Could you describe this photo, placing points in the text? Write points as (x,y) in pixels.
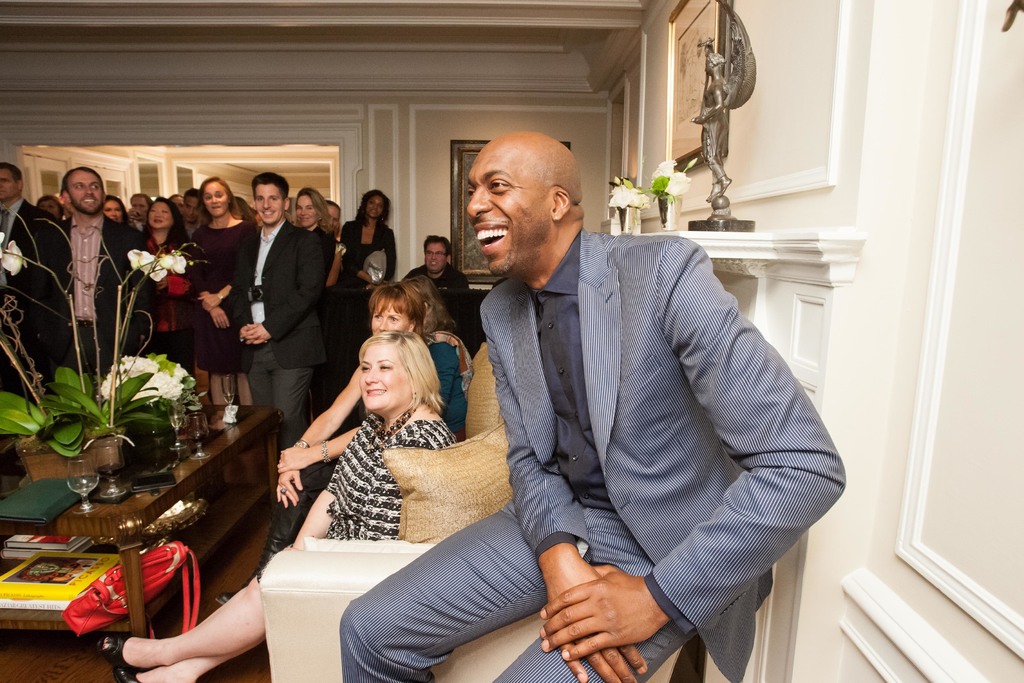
In the foreground of the picture (594,369) we can see a person (595,294) in grey suit (661,337), he is laughing. In the center of the picture (491,406) there are flower vases (148,393), couch (323,590), pillows (469,409), bag (119,577), books (82,576), sculpture (710,118), frame (702,34), wall (817,154) and people (395,345). Towards left (15,175) there are group of people (226,237). In the background (400,140) we can see doors (50,164), frame (456,167) and wall (348,119).
